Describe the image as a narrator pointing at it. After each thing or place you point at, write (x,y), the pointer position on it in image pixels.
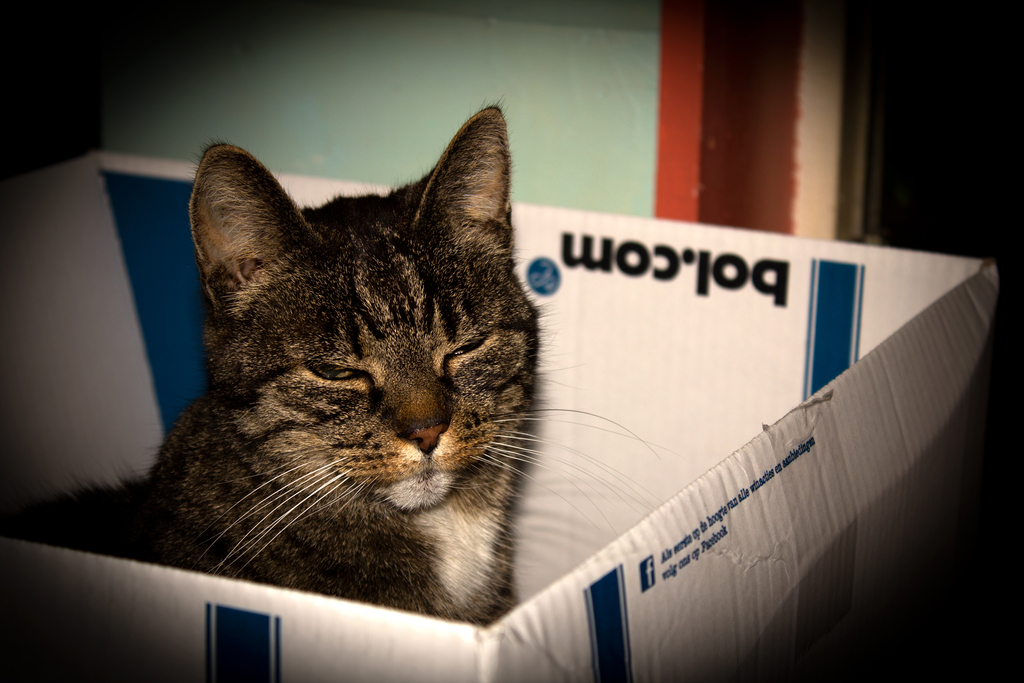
In this image we can see a cat (460,399) sitting in a box (794,518). There is some text (689,255) printed on the box (726,289).
